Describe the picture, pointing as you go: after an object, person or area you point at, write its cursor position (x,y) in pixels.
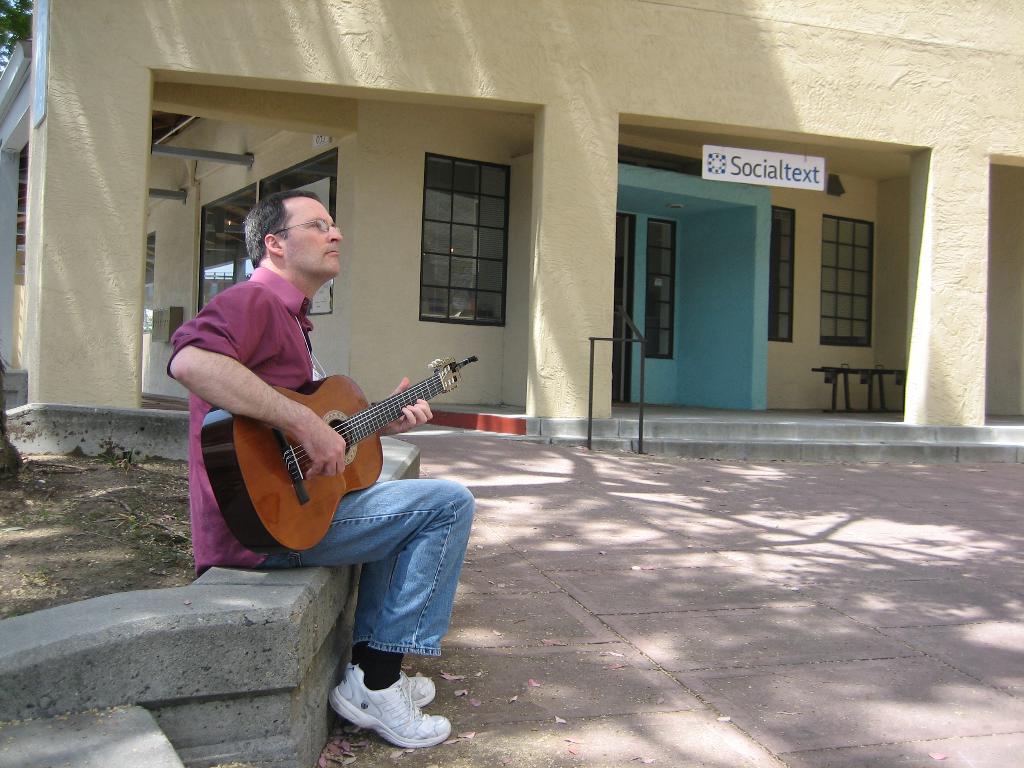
On the background (627,186) we can see a building (612,172) with door (632,262) and windows (830,240). This is a board (768,159) in front of a building (709,144). Here we can see one man (398,677) sitting and playing a guitar (217,481).
